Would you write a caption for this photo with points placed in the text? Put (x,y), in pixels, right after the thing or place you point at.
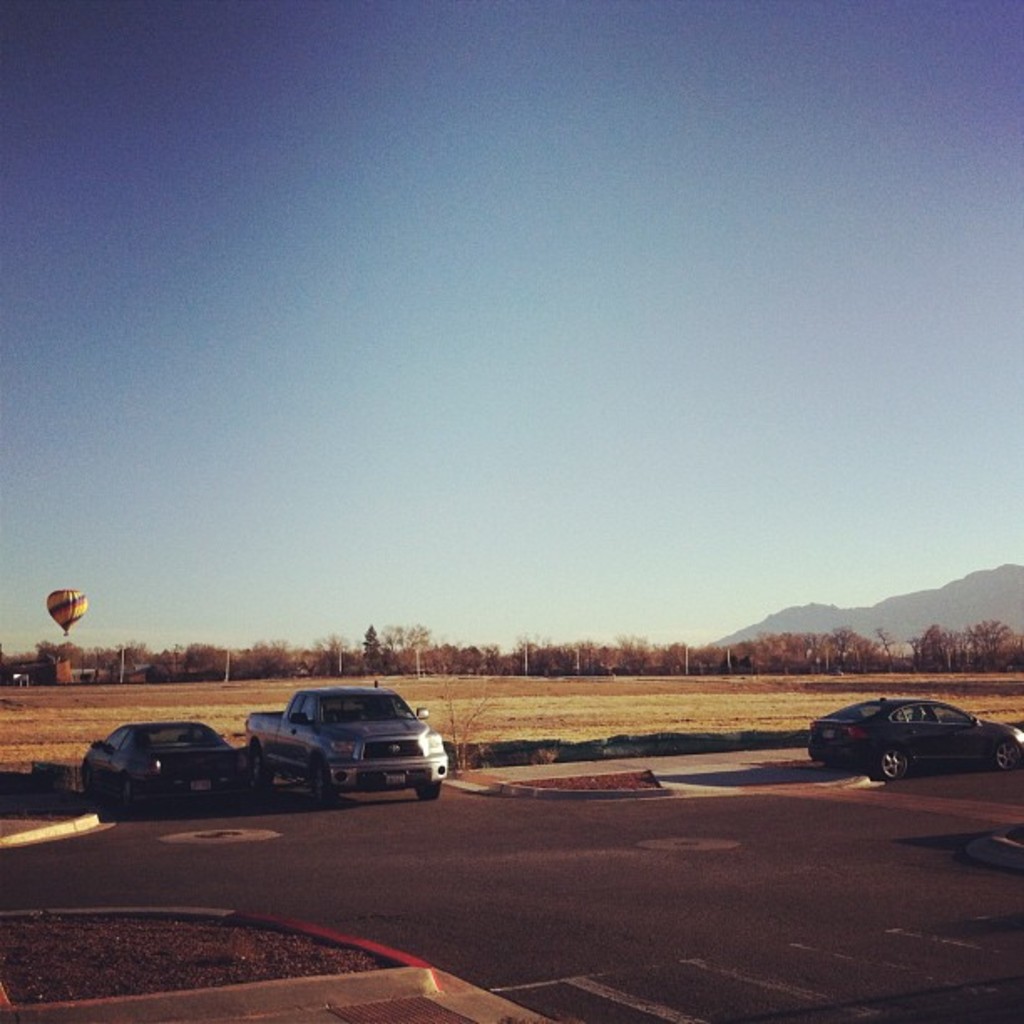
In this picture I can see the cars (258,746) on the road (956,829). In the background (497,740) I can see the farmland (901,687), poles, trees (924,662), buildings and mountain (981,625). At the top (471,223) I can see the sky (499,274). On the left (51,598) there is a hot air balloon (78,598).
